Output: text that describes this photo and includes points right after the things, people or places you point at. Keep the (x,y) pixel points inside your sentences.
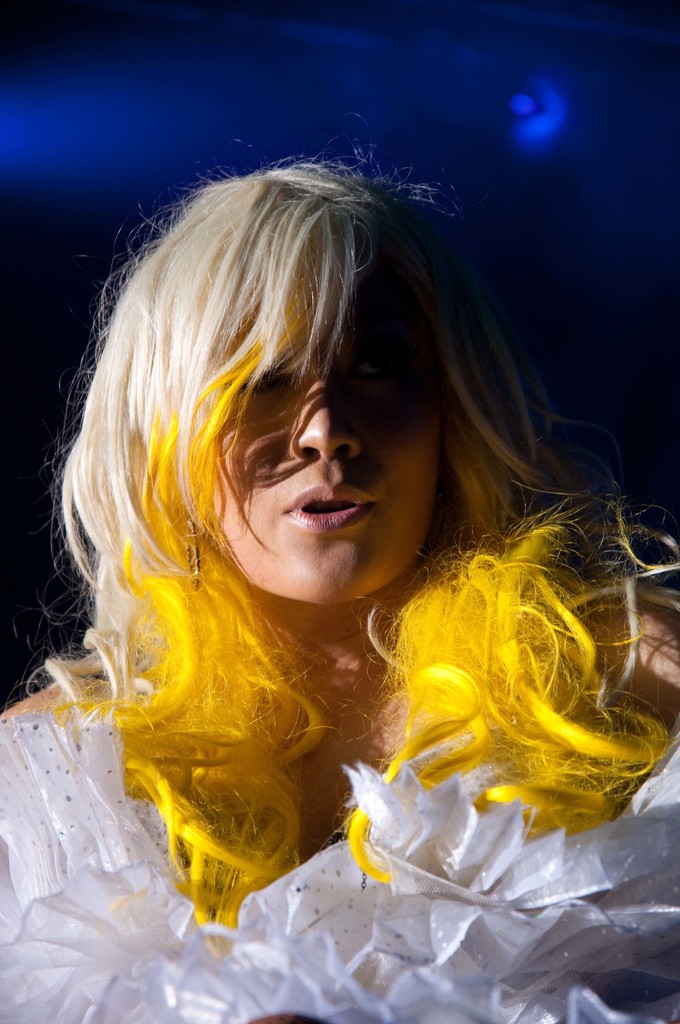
In the image we can see a woman (318,937) wearing clothes (339,909) and earrings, and the background (23,308) is dark with blue lights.
